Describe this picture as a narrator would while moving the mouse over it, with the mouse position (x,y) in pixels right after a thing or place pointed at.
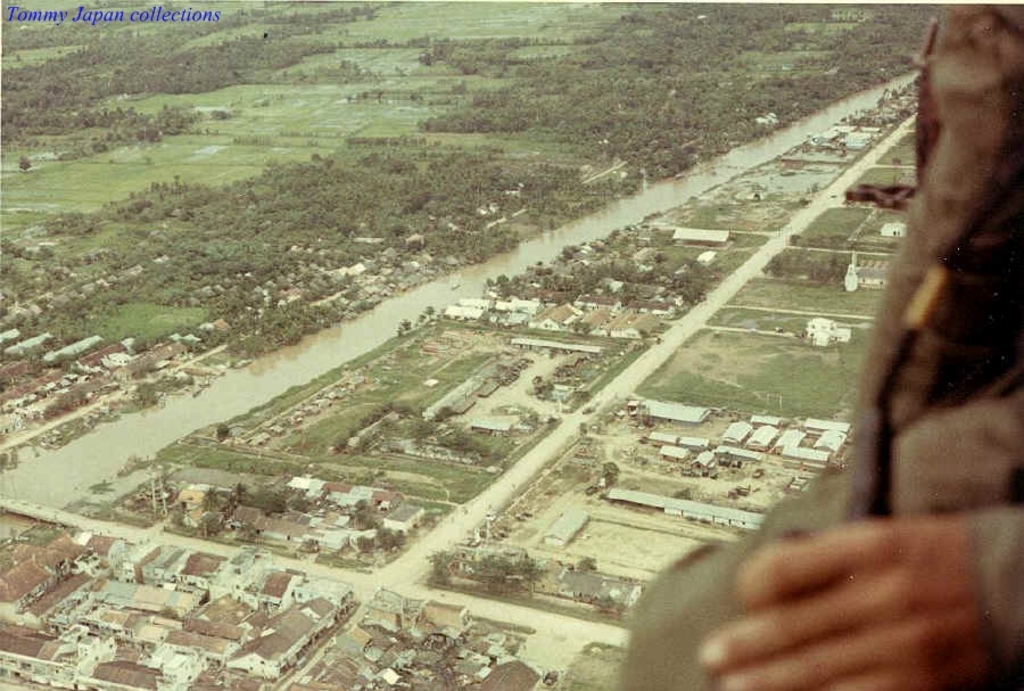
In this picture we can see a hand (944,576) of a person (847,615). And these are the houses (298,642). Here we can see the road (534,452). There is some water (280,356) and these are the trees (323,196).
